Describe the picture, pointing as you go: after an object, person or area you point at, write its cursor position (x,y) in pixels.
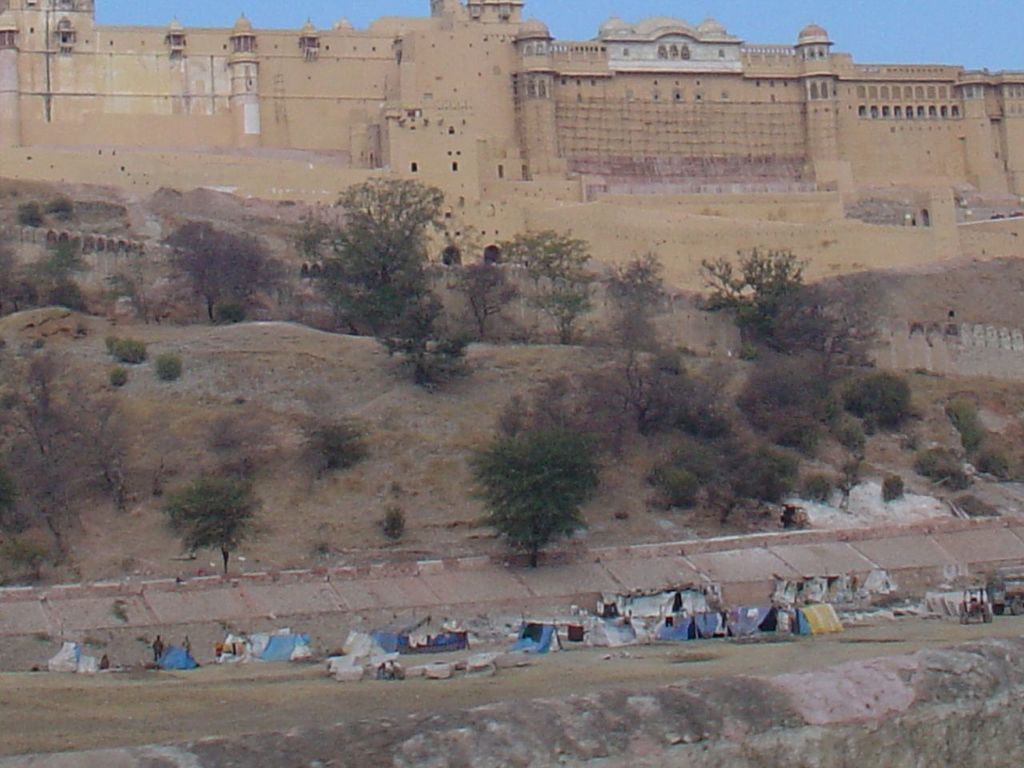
In this image I can see few huts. Background (403,131) I can see trees (823,391) in green color, buildings (443,133) in brown color and sky (840,34) is in blue color.
